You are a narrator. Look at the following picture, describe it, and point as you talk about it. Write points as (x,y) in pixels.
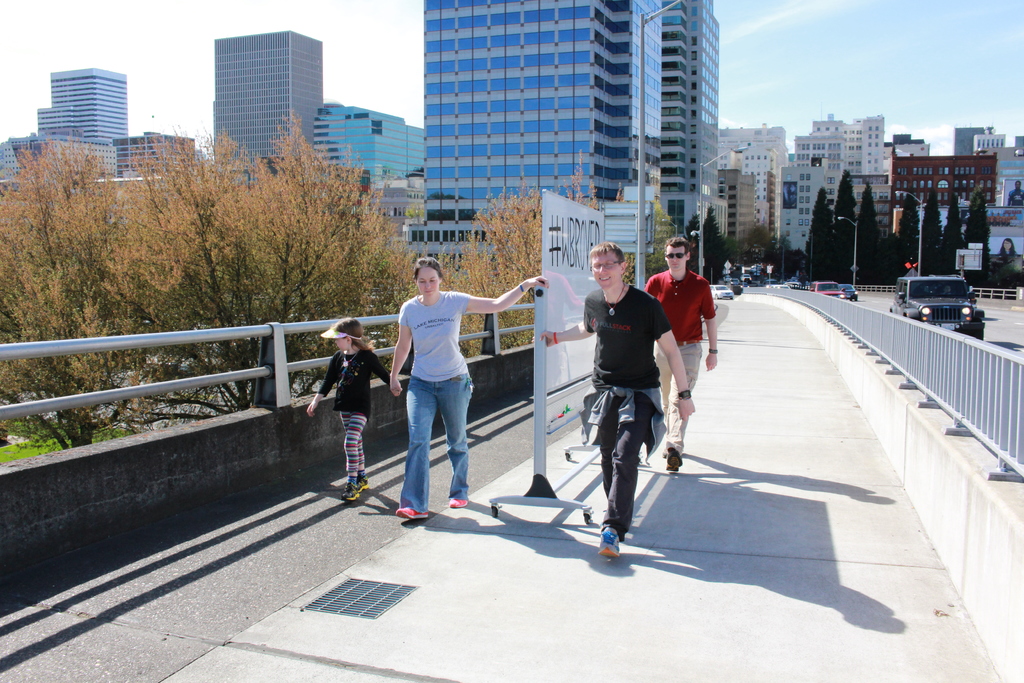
In this image I can see the group of people (606,280) with different color dresses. I can see one person (676,267) with goggles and two people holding the board (536,337). To the right (860,319) I can see the railing (897,354) and many vehicles (934,311) on the road (1001,318). To the left (275,251) I can see the trees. In the background (857,270) I can see many buildings (805,219), poles (857,226), boards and the sky (342,66).
